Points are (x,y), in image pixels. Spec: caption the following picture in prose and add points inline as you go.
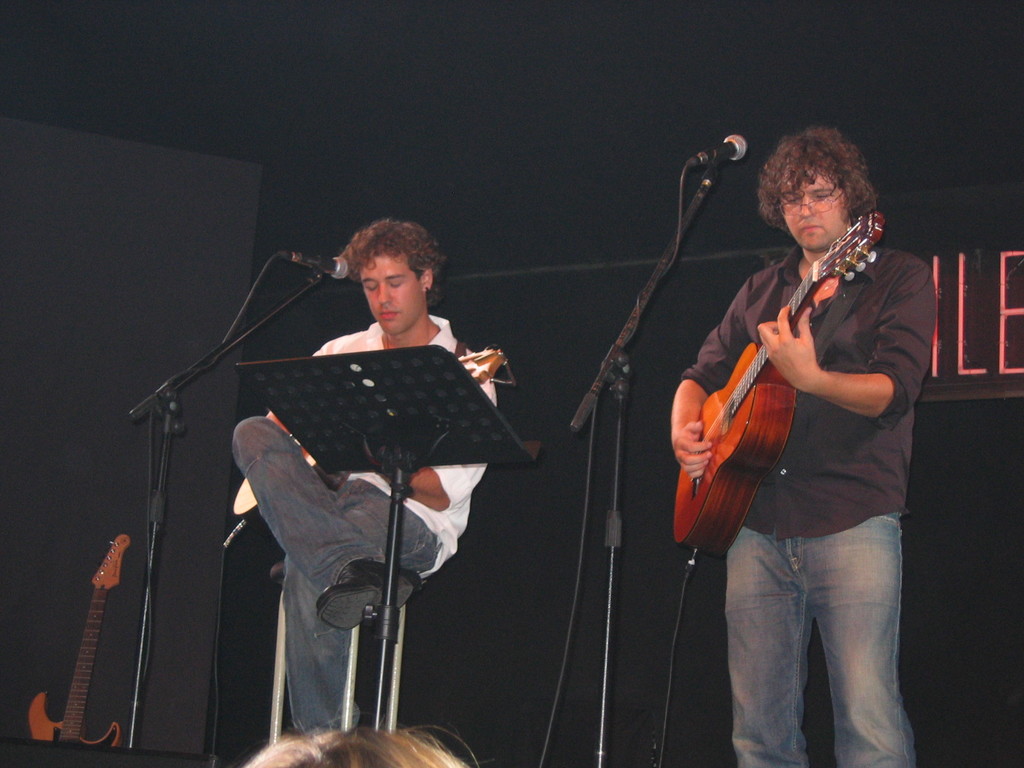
A man (812,240) is standing and playing guitar (744,496) with a mic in front of him. There is another man (414,248) playing guitar (314,464) by sitting in chair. There is a guitar (118,554) kept on the floor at a distance. The background (181,577) is black in color.
